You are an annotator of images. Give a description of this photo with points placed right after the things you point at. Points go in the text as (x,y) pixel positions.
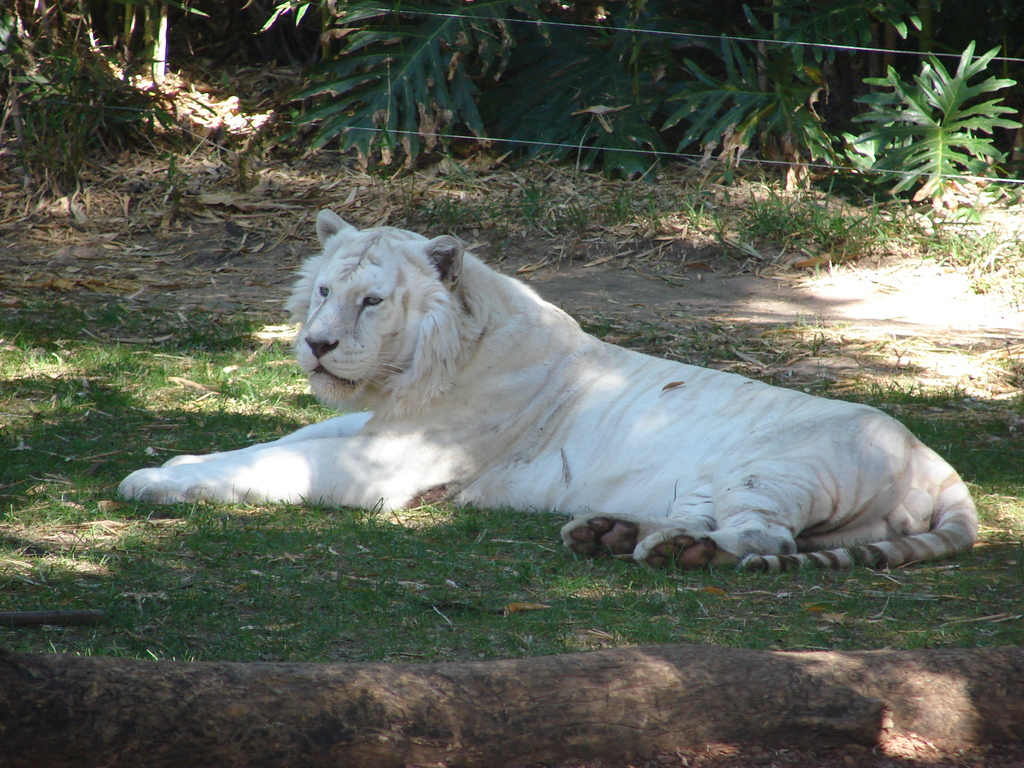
In this image we can see the tiger (526,483) on the ground (728,323). In the background (793,197), we can see some plants (742,52) and cables (838,168). At the bottom of the Image (528,707) wood log (528,707) and grass (75,505).
